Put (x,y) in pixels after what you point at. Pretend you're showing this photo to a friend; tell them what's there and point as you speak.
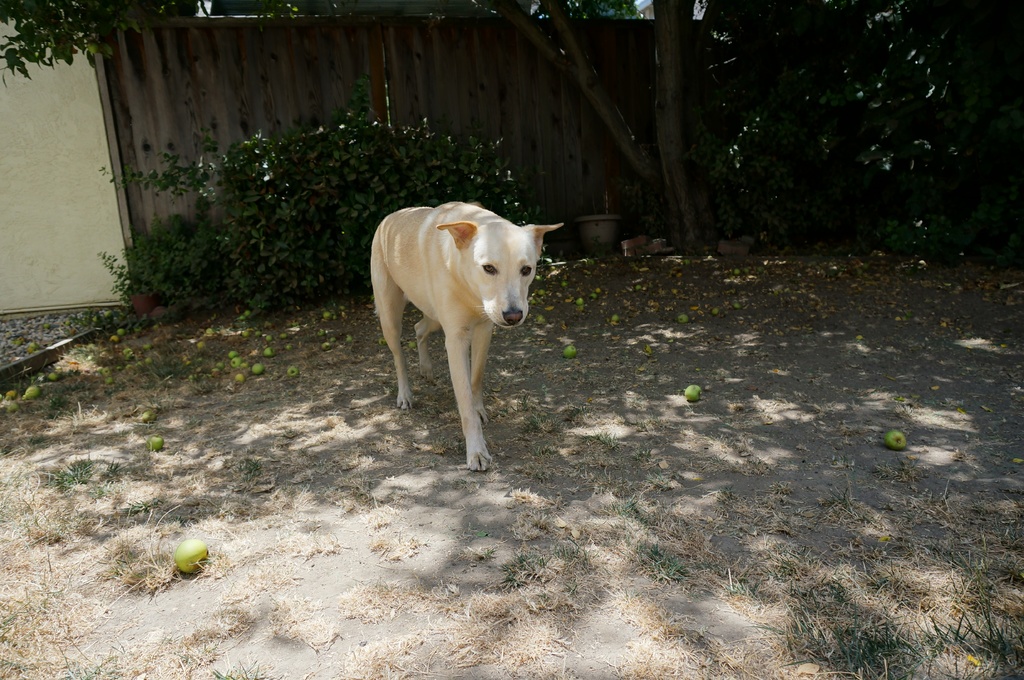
In this picture we can see a dog (475,433) and fruits (237,363) on the ground (578,479) and in the background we can see a wall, trees (843,29) and some objects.
